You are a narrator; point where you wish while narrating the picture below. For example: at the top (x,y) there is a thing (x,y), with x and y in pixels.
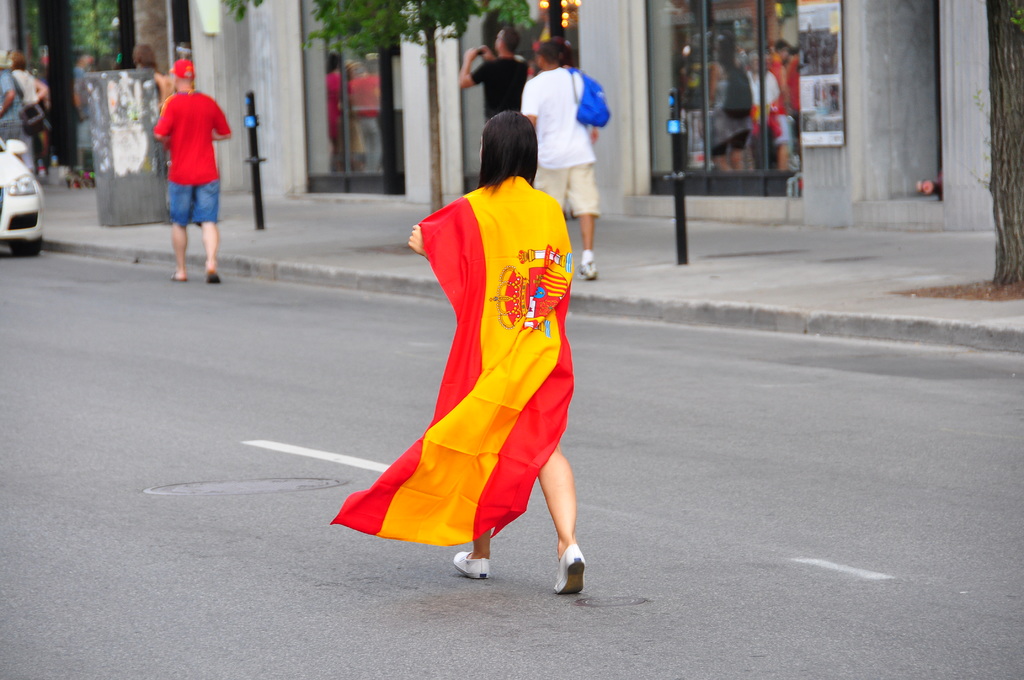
In the foreground (492,425) I can see a group of people (441,262) and a car (27,222) on the road (322,359). In the background (265,163) I can see a building (298,169), trees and a crowd (726,157). This image is taken during a day.
